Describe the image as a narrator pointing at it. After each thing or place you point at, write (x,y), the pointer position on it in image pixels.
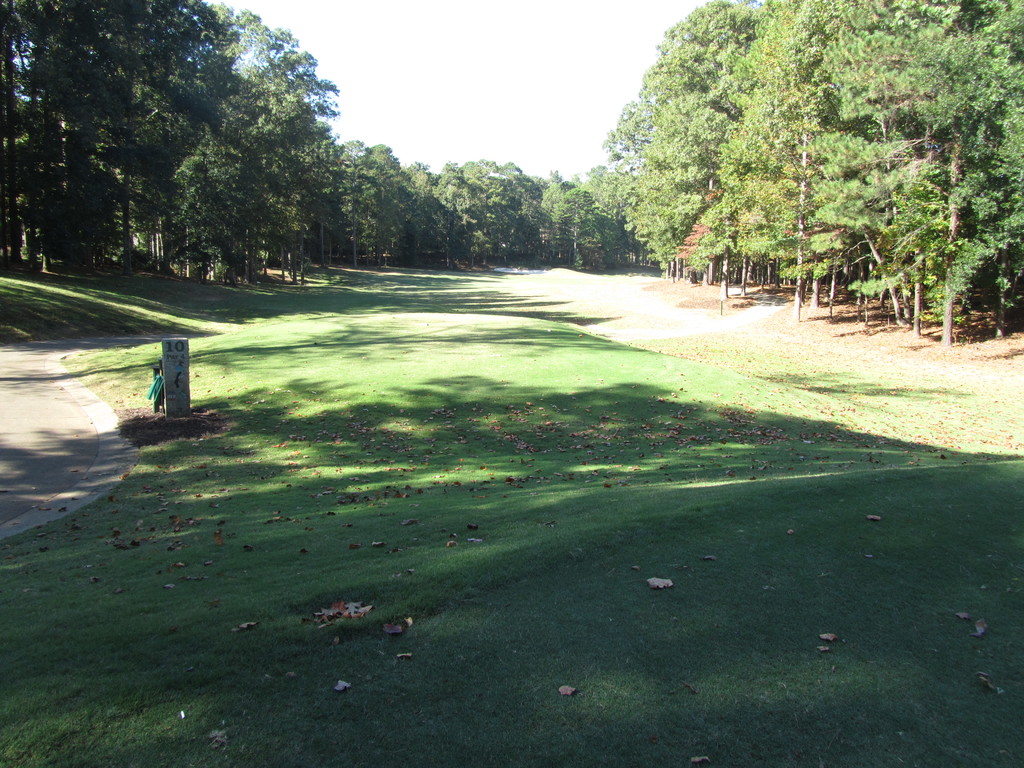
In this picture we can see the green grass (395,323) on the ground (521,499) surrounded by trees (322,182). The sky (536,105) is bright.
